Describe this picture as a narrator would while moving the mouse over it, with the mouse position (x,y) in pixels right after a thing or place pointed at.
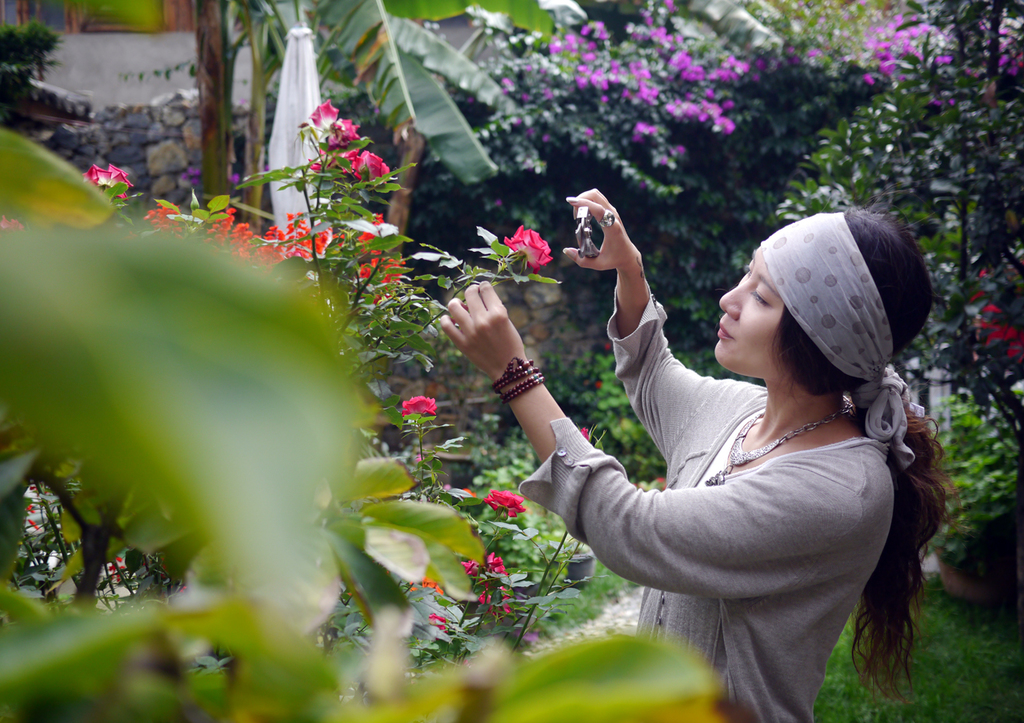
In this image a woman (772,330) is wearing a cloth (869,322) on her head (837,373). She is holding a tool (583,240) in her hand (608,230). She is holding a stem (463,289) of a plant (538,250) having few flowers (525,245) and leaves (300,270). Background (560,253) there are few plants (989,281) having flowers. Left side (242,317) there is a tree (209,259). Behind there is a wall (162,136). Top of the image (660,231) there are few plants (600,97) having flowers (586,70).
